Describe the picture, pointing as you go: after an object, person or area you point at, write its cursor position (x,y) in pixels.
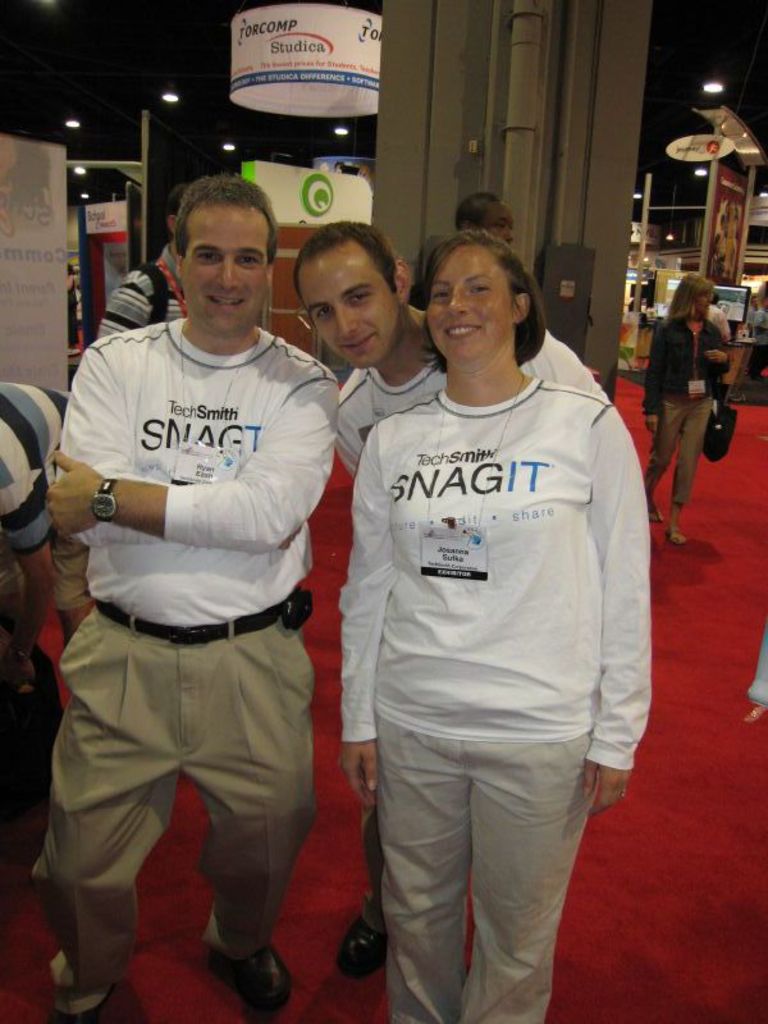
This image consists of three persons (314,499) wearing white T-shirts (447,693). At the bottom (688,721), there is red carpet (744,672). In the background (50,158), there are few persons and we can see the banners (66,186) along with light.
